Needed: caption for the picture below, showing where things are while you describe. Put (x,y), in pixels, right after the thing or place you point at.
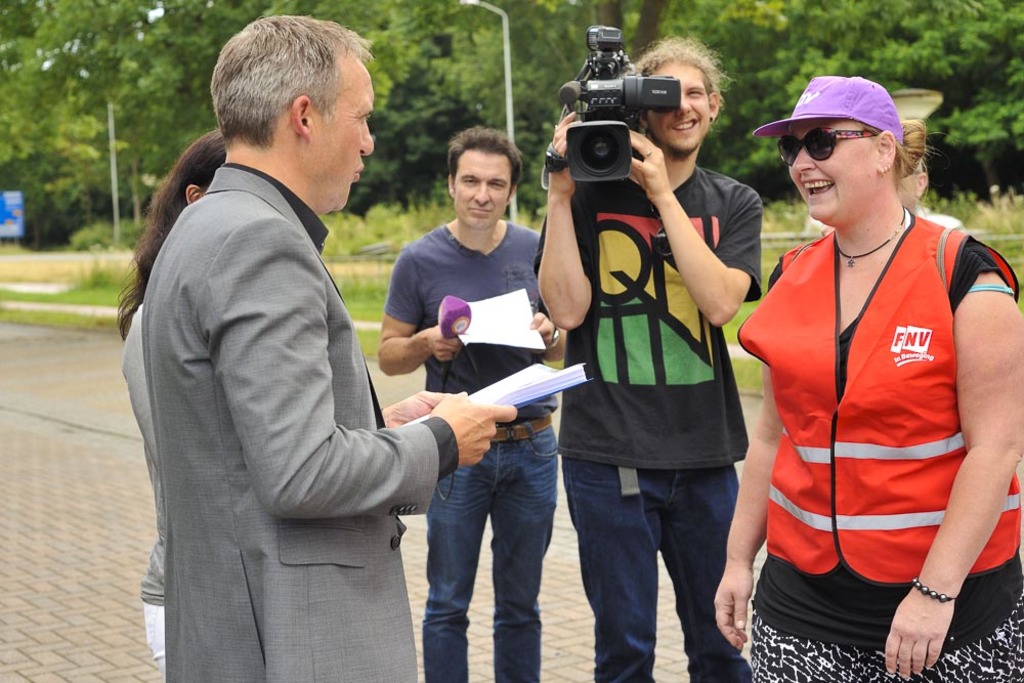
In the foreground of this image (524,499), there are people (380,409) standing, few (308,334) are holding papers (505,391) and a man (495,359) is holding a mic (461,324) and another man (618,197) is holding a camera (583,157). In the background (39,264), there are trees (495,34), poles (494,11), a board (6,206), grass (90,285) and the pavement (83,365).
